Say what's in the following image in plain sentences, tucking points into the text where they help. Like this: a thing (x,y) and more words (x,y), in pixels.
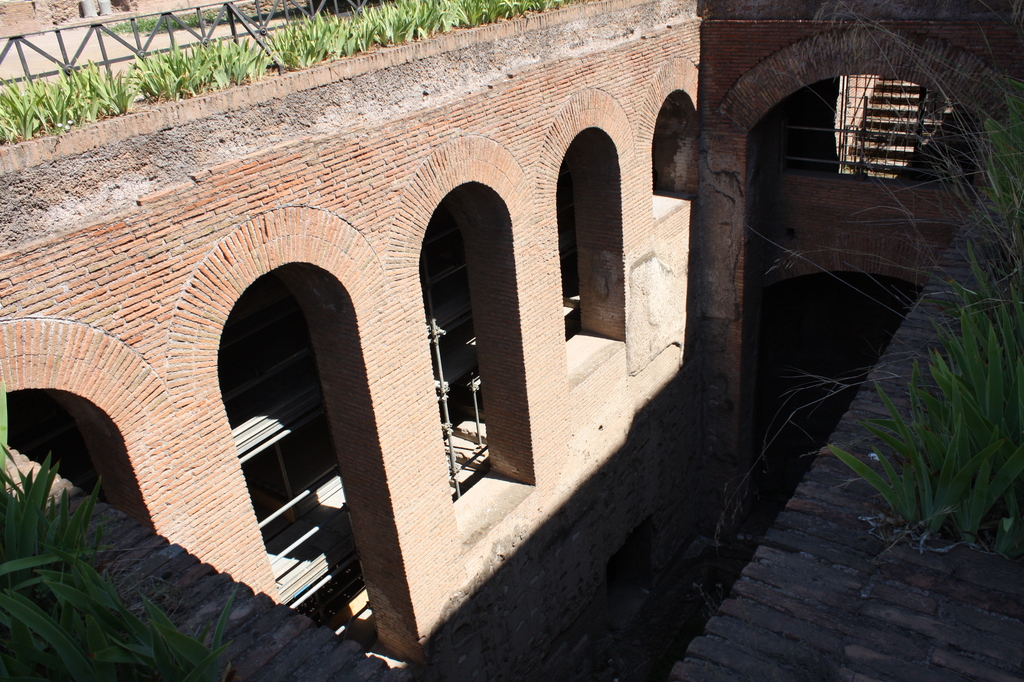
In this picture we can see buildings (795,431), rods (428,340), steps (885,98), fence (17,44), plants (300,23).
